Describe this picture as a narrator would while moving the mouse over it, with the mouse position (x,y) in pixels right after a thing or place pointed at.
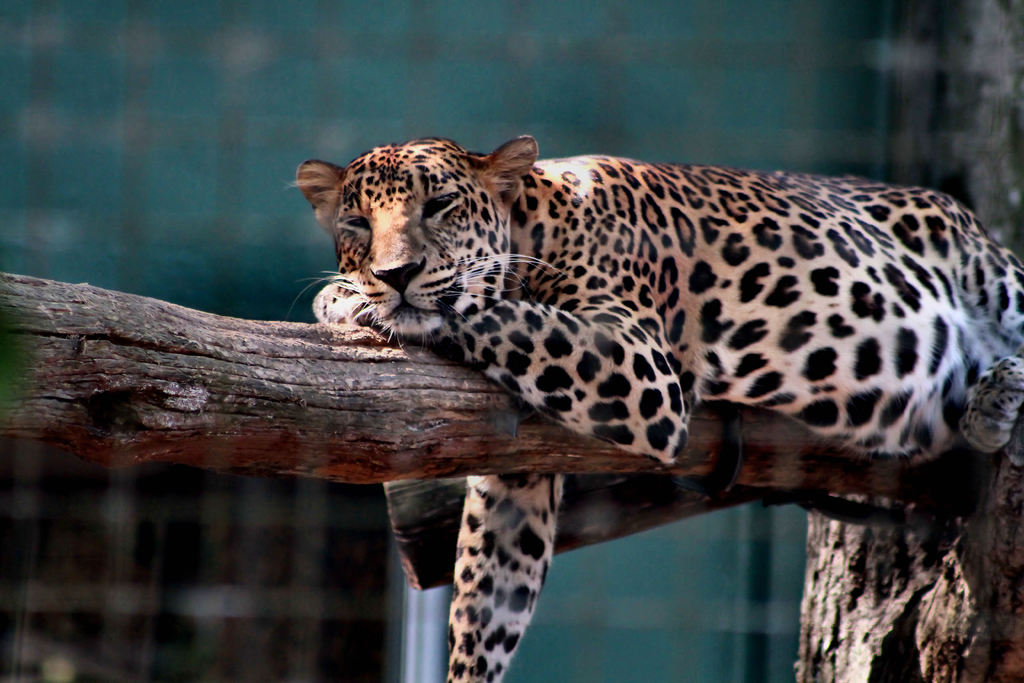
In this image, we can see leopard (444,299) lying on the branch (535,442).
